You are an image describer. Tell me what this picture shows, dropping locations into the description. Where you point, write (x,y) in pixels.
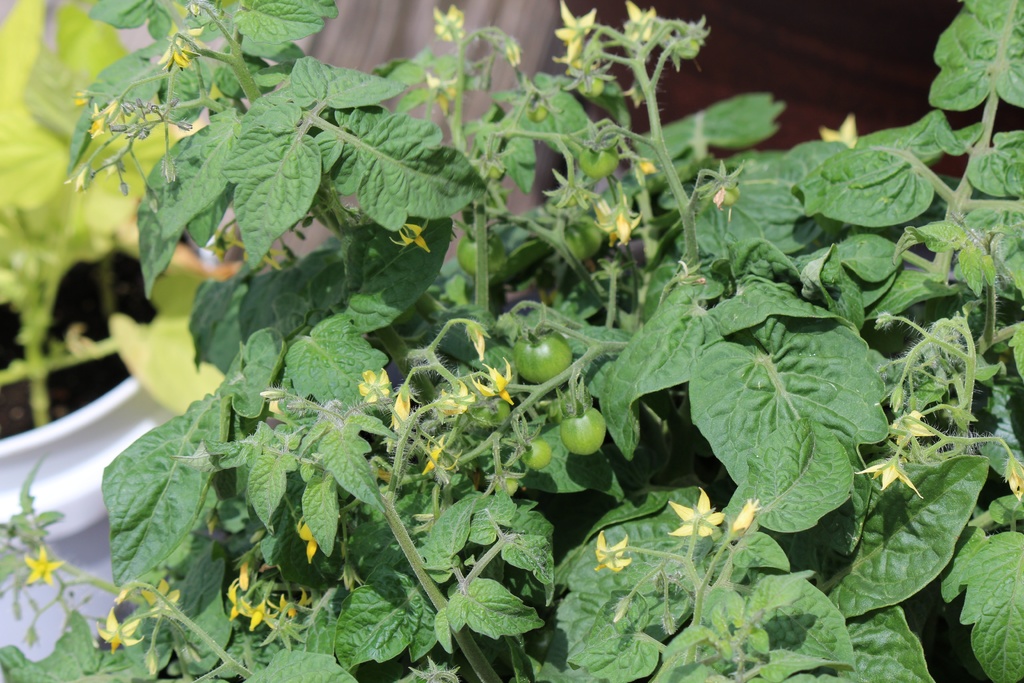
In this picture we can see plants (817,454), flowers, and vegetables (547,336).
